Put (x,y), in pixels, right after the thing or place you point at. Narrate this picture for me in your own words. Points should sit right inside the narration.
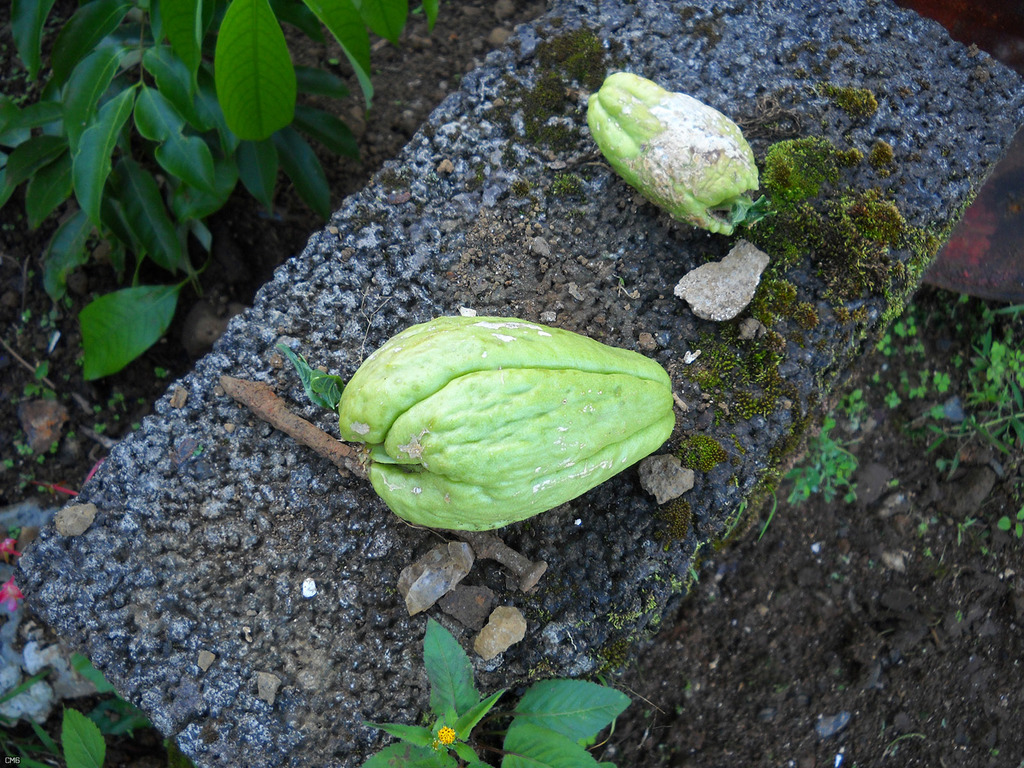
In this picture, it seems like fruits (575,412) on a stone (545,315), there are stones (511,280) and plants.
